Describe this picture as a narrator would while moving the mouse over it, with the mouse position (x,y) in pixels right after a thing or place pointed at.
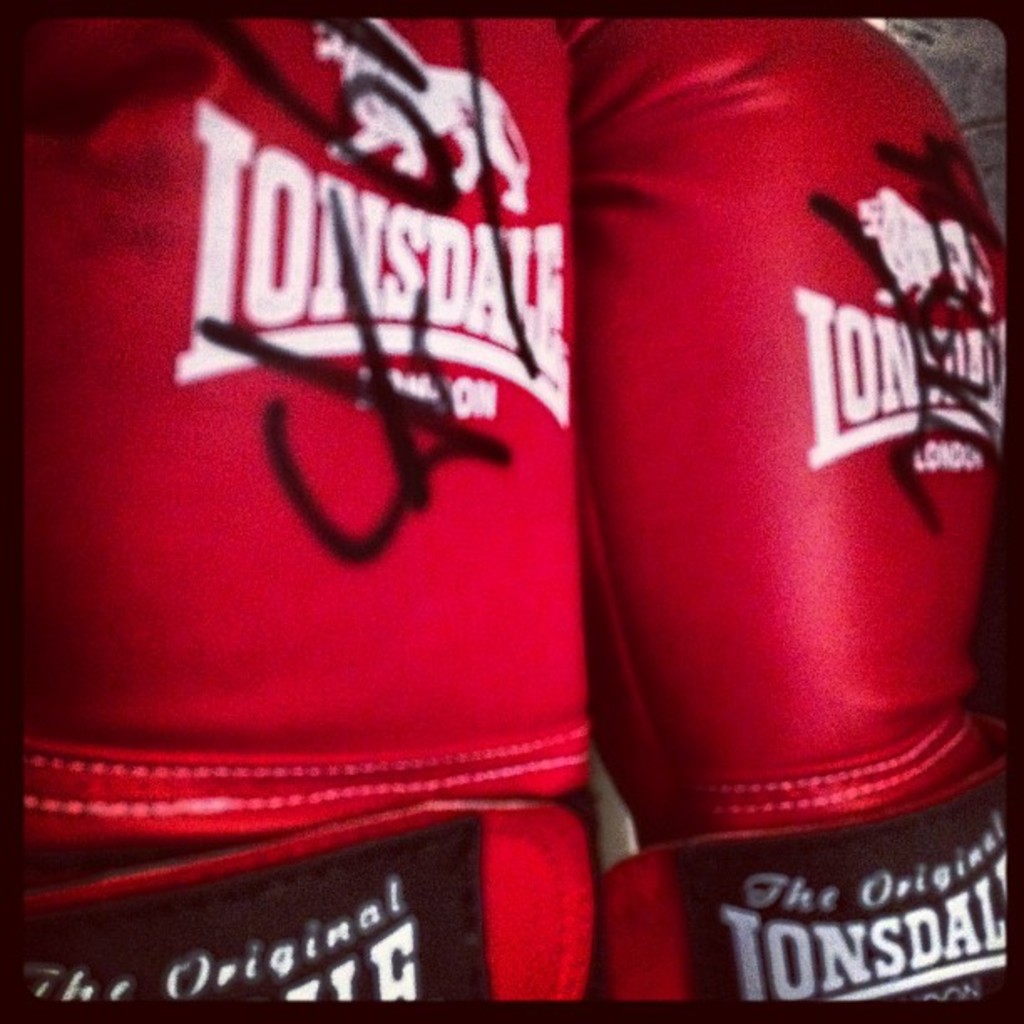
In this picture I can see there is a pair of red color boxing gloves (703,454) and there is a logo (882,430) on it.
